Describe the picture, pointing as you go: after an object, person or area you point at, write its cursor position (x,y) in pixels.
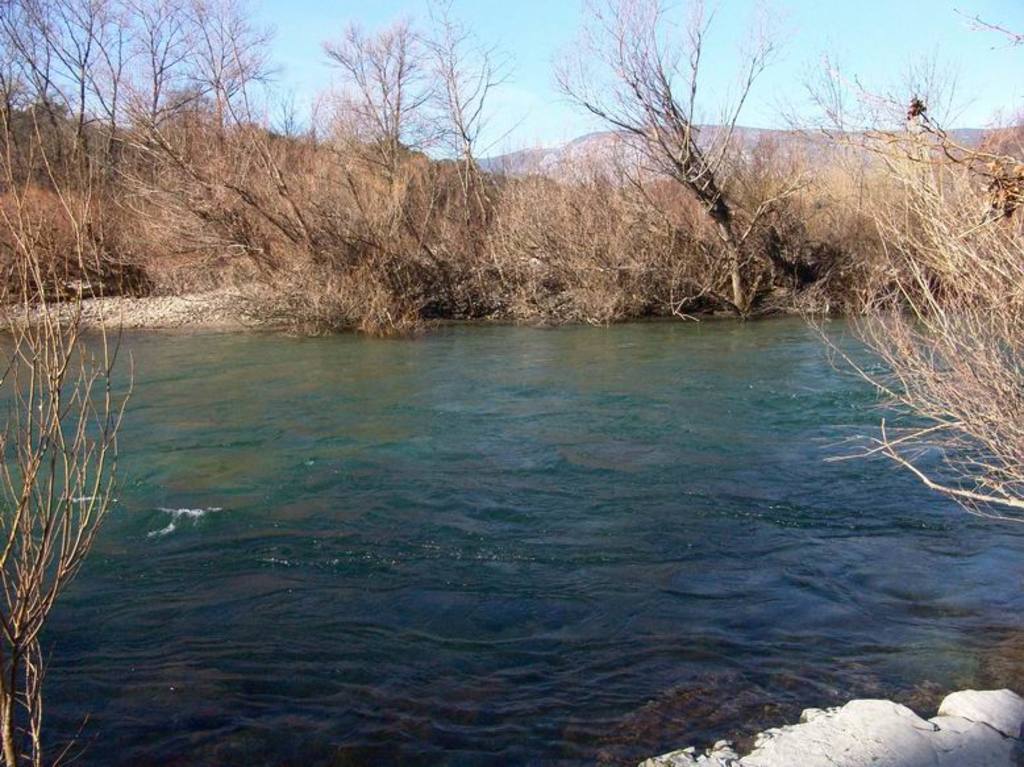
In this image there is water (603,511) at the bottom (539,537). In the background (500,193) there are dry trees (700,184). At the top (863,49) there is the sky (896,40). At the bottom (905,753) there are stones (909,738).
